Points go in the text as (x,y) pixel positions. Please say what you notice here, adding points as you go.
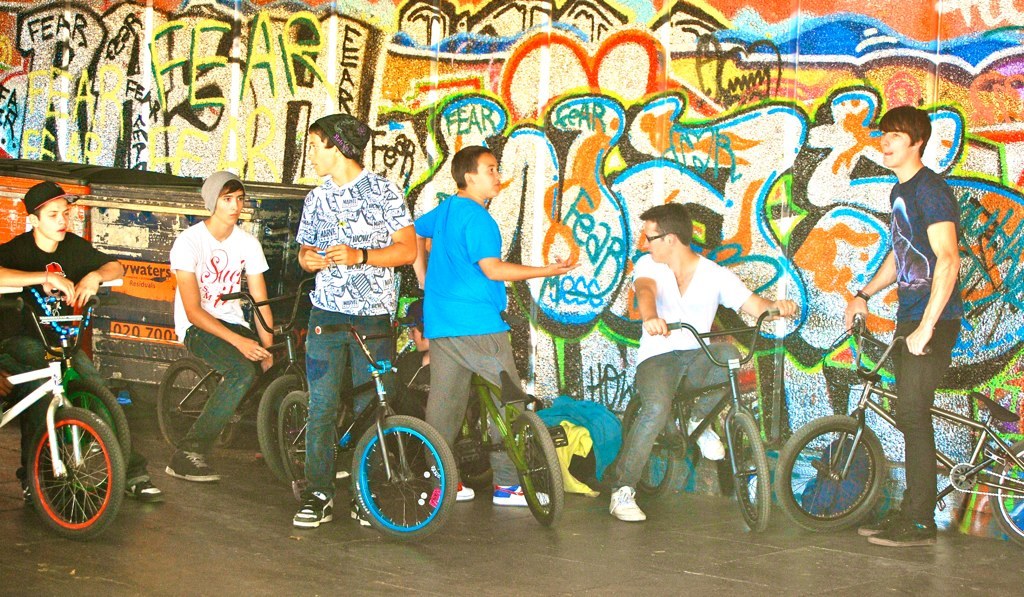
In this image there are group of people (918,246) who are sitting on a cycle (87,326), and some of them are standing and on the background (600,93) there is a wall (295,76) and on that wall (457,97) there is a graffiti (521,90).
